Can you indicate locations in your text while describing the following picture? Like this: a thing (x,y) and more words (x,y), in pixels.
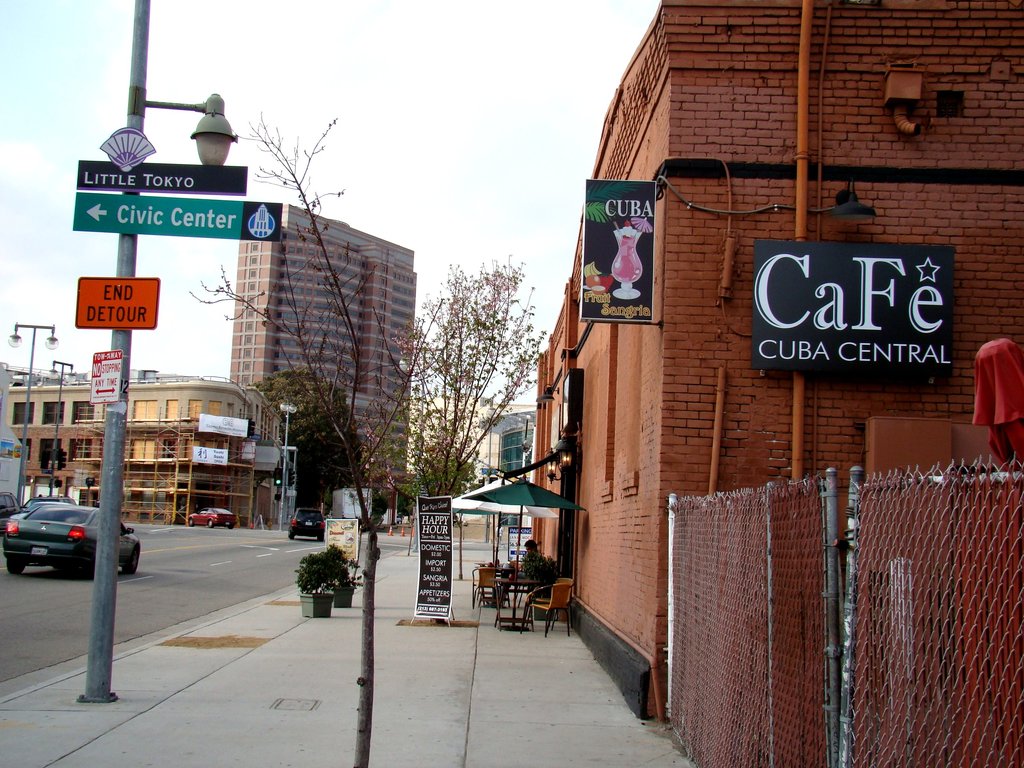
This image is clicked on the road (226,549). To the right (693,266), there is a building (694,417). To the left (26,545), there is a car (45,552) moving on the road (78,600). In the background (42,382), there are buildings (358,285). At the top (355,88), there is a sky (354,72).
